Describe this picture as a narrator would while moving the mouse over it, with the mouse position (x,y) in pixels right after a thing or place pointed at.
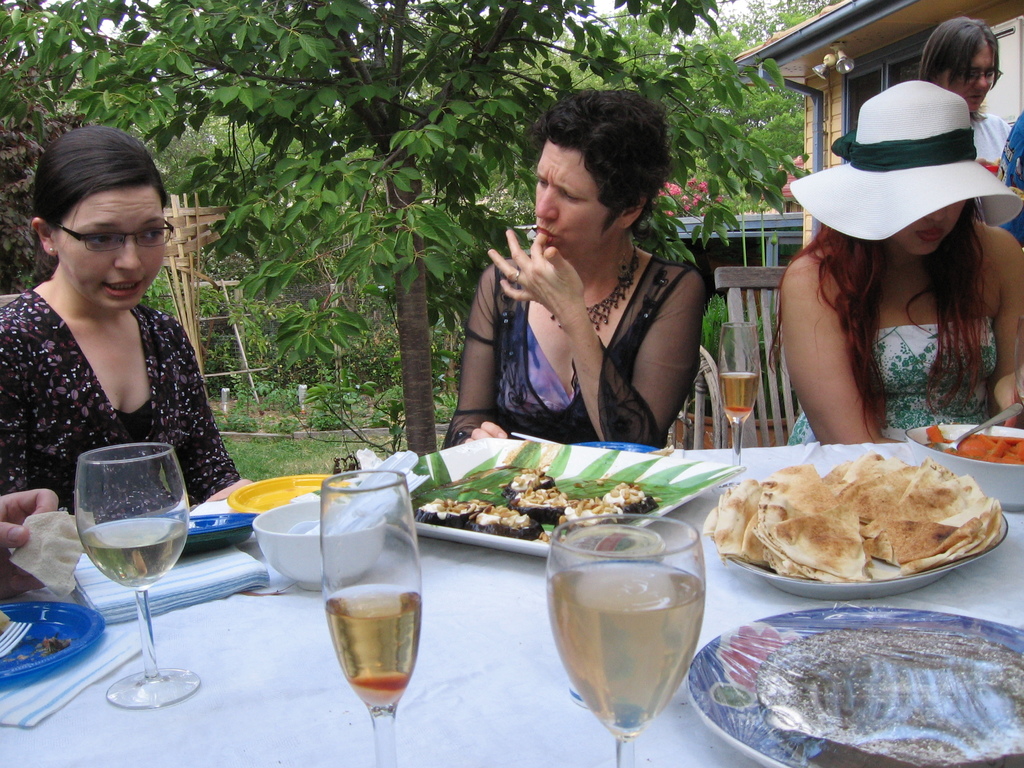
In this Image I see 3 women (62,486) who are in front of a table (164,639) on which there are glasses (168,546), plates (1003,690) full of food (847,524) and a bowl (1010,501) over here. In the background (970,6) I see another person (928,38), a house (842,45) and the trees (424,260).
